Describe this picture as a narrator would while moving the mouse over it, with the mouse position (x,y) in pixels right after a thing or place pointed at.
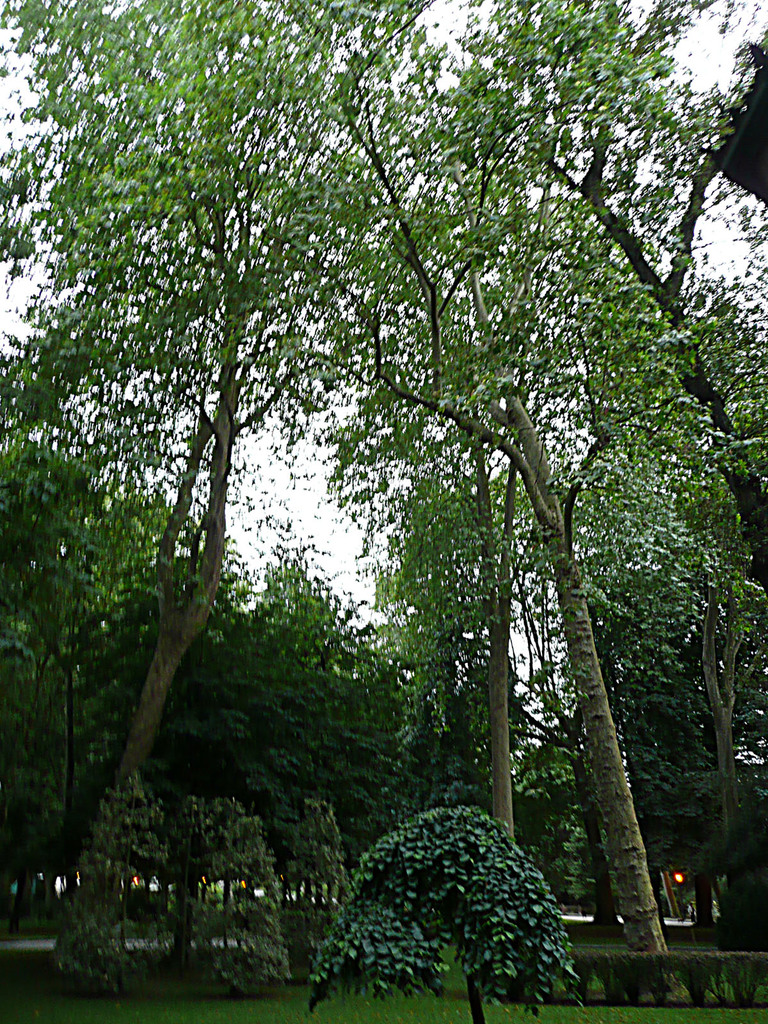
In this image I can see trees (370,719), plants (342,958) and the grass (250,1010). In the background (294,480) I can see the sky (337,412).
